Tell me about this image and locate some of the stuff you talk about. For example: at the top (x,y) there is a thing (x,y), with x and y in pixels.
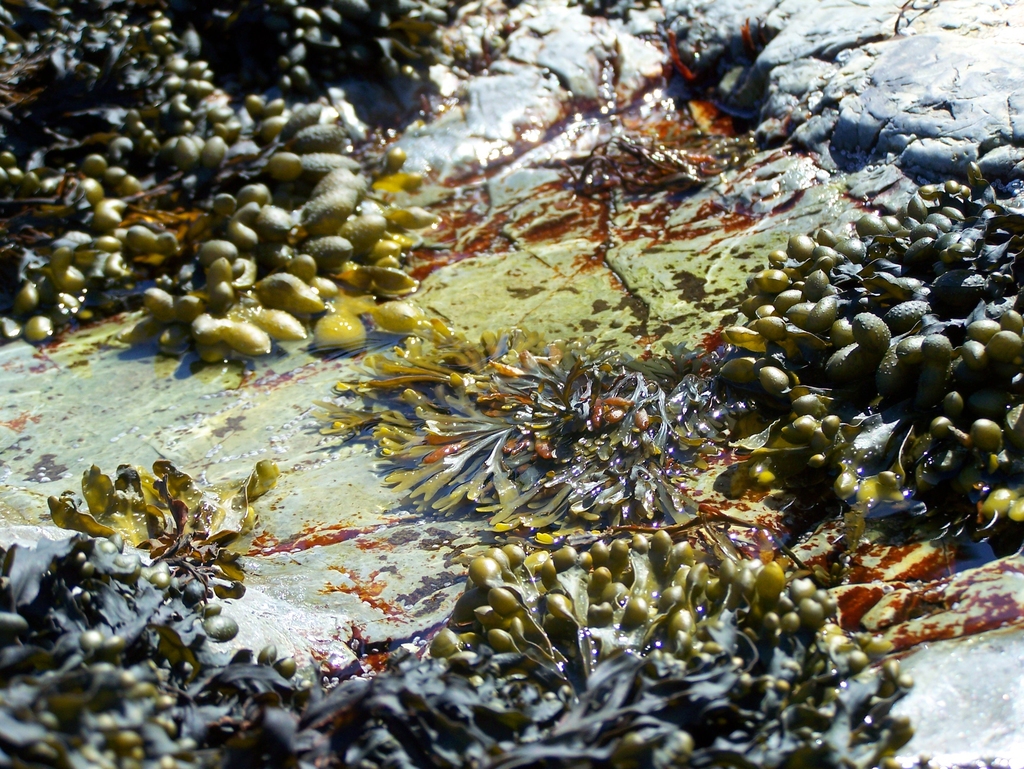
In this image I can see some plants (484,422) in the water (304,463) which are in green and grey color. To the side of the plants (510,404) I can see the rock (845,79) which is in ash color.
